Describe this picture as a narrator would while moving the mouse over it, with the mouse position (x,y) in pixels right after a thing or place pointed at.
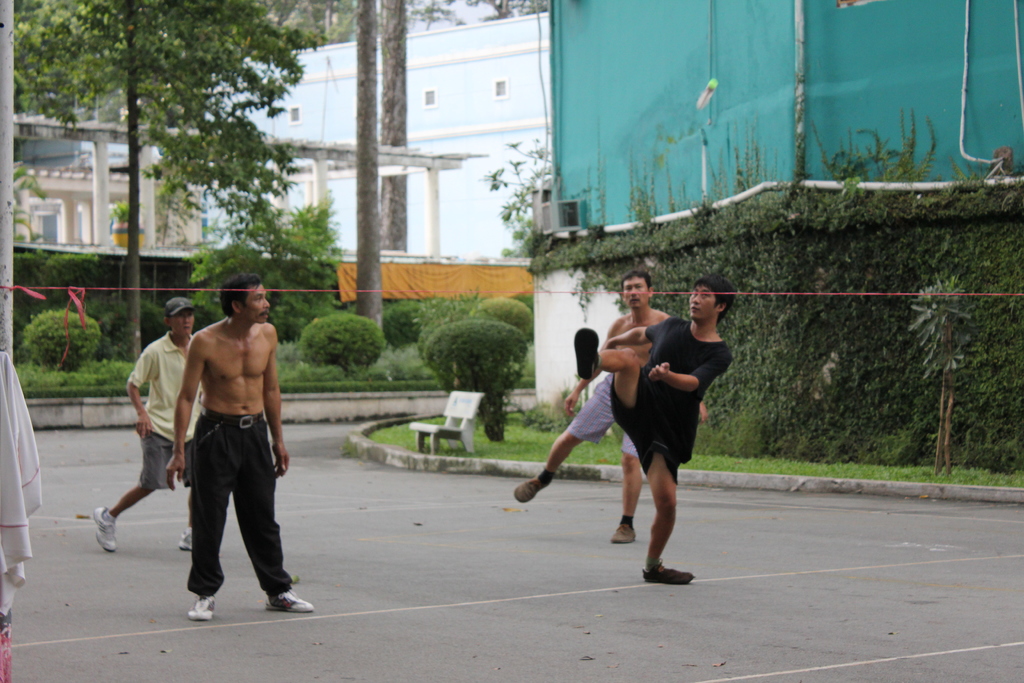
In this picture we can see four men (235,457) on the ground (416,493), bench (465,424) on the grass (590,446), clothes (13,501), plants (400,325), trees (216,65), pillars (432,206), building (313,139) and some objects (554,207) and in the background (381,35) we can see the sky (457,18).
